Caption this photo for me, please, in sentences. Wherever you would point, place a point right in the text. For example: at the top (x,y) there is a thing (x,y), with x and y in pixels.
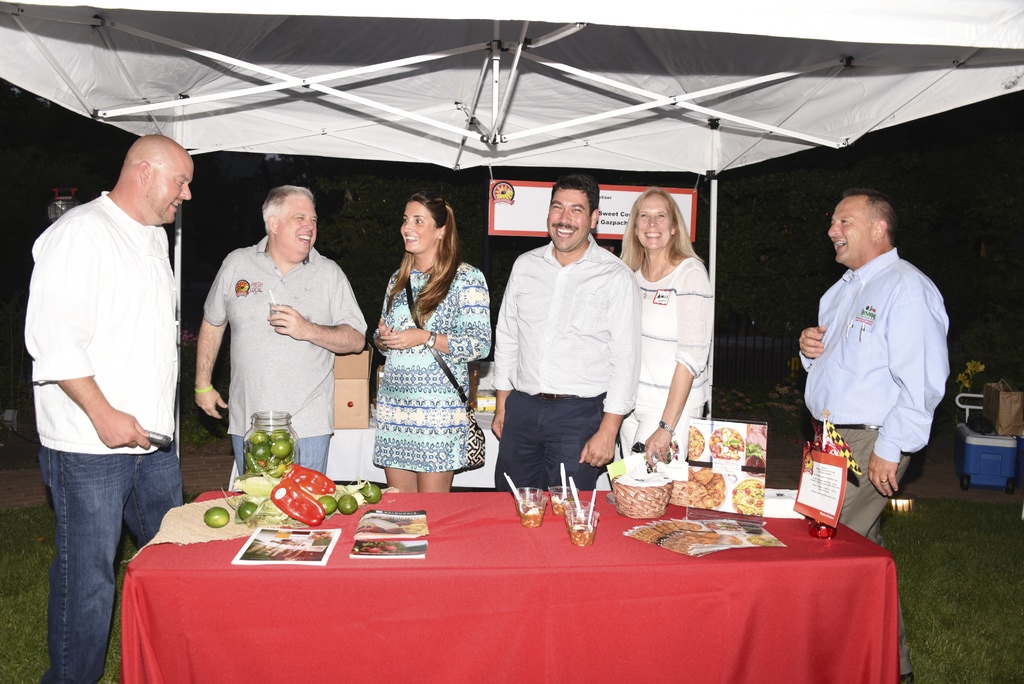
6 persons (120,268) are standing around the table (314,613) and laughing. There are food items (581,530) on this table (254,590).
